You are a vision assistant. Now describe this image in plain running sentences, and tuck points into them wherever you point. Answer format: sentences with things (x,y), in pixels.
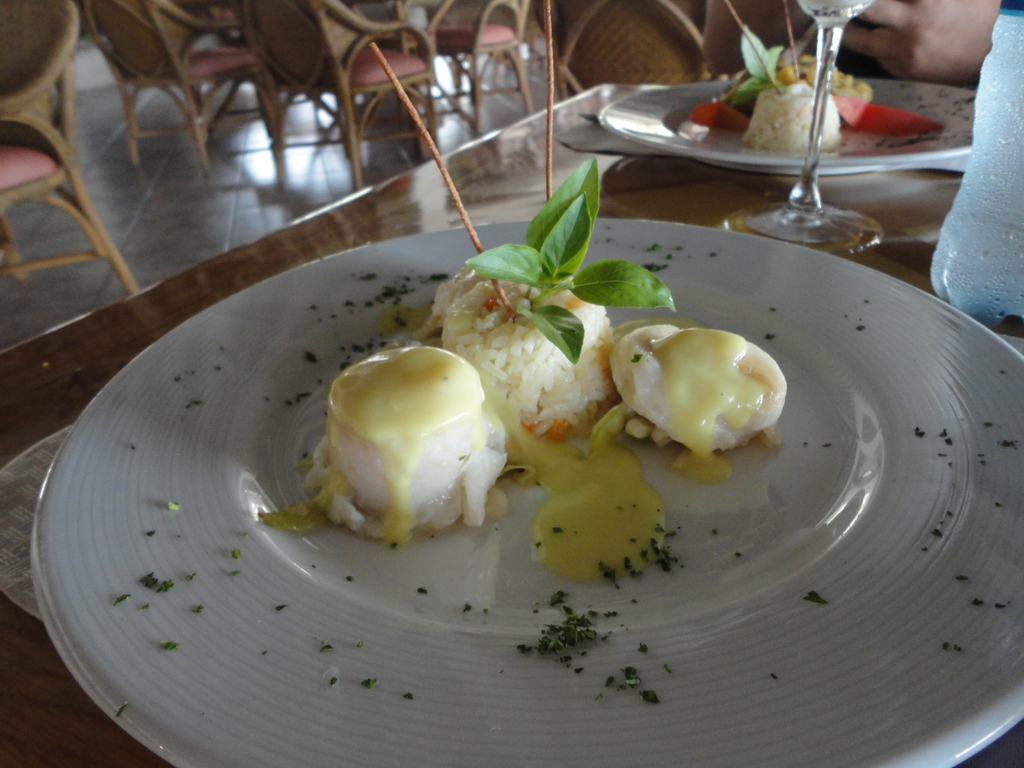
In this picture there is plate (994,435) which is placed on a table (29,700), which contains food items (490,252) in it and there are chairs (286,31) at the top side of the image (42,31), there is a another plate (964,110) and a glass (830,72) in the top right side of the image (847,79).
